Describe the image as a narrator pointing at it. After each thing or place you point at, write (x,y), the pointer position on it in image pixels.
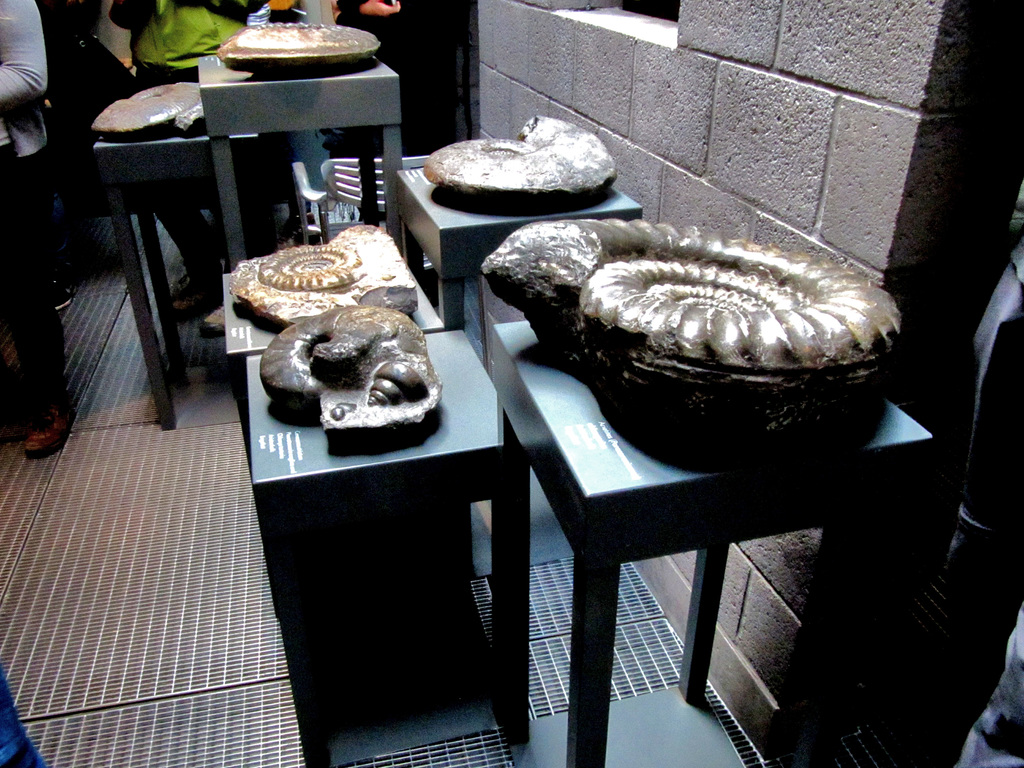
In this image we can see few people (161,68). There are many objects (777,324) placed on the tables (144,340). There is a wall (852,54) at the right side of the image (872,42).
